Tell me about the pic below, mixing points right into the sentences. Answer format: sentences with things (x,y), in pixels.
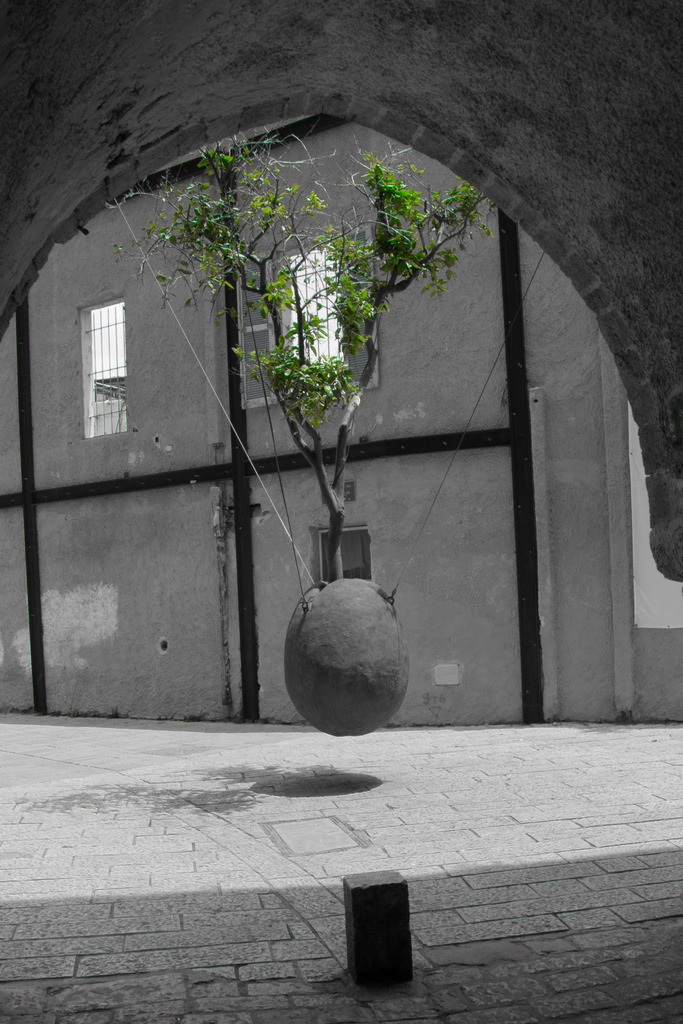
In this image I can see the floor (259,884), a grey colored object (356,725) and a tree (342,388) which is green and black in color. In the background (235,517) I can see the wall (214,500) and few windows (108,399) through which I can see the sky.
